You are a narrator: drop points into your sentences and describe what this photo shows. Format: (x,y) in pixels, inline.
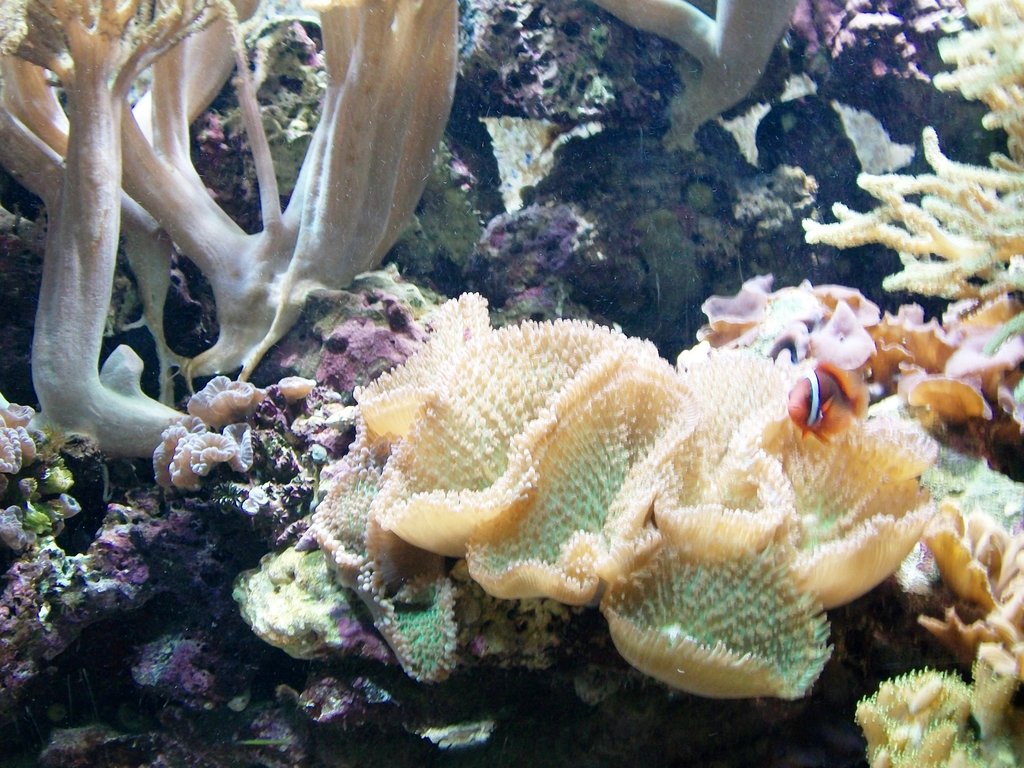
In this image there some corals (182,215), marine plants (195,201), some fishes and there is water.
